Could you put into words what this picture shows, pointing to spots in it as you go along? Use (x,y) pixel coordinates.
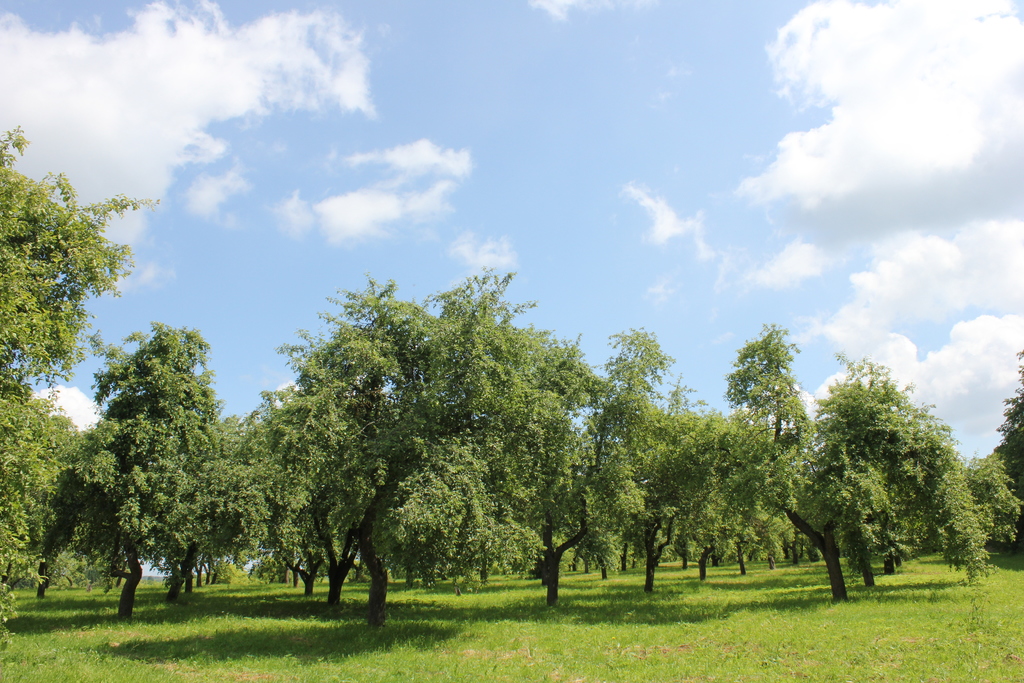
In the center of the image (512,454) we can see trees (593,495). At the bottom (467,634) there is grass (570,647). At the top (651,78) there is sky (519,90).
